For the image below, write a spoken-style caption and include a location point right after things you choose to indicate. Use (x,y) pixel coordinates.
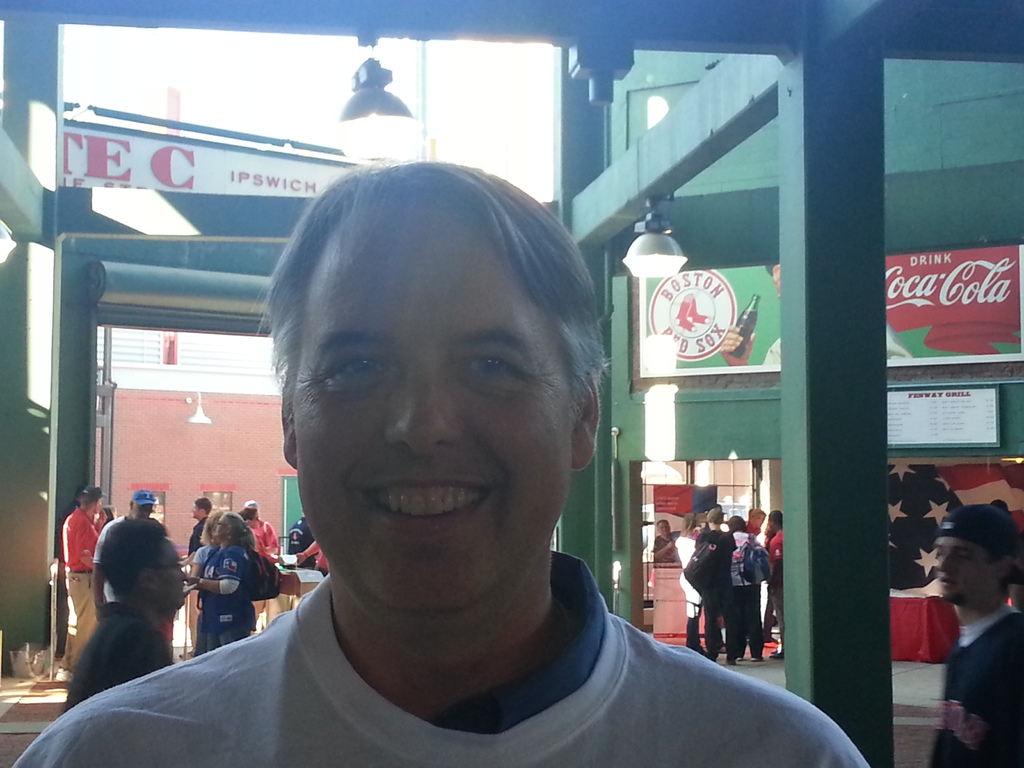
In the picture I can see people (345,526) are standing on the ground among them the man (463,488) in the front (420,524) is smiling. In the background (995,343) I can see boards (985,297) which has labels (944,318) and something written on them. I can also see lights (655,244), poles (833,494) and some other objects (663,589) on the ground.
